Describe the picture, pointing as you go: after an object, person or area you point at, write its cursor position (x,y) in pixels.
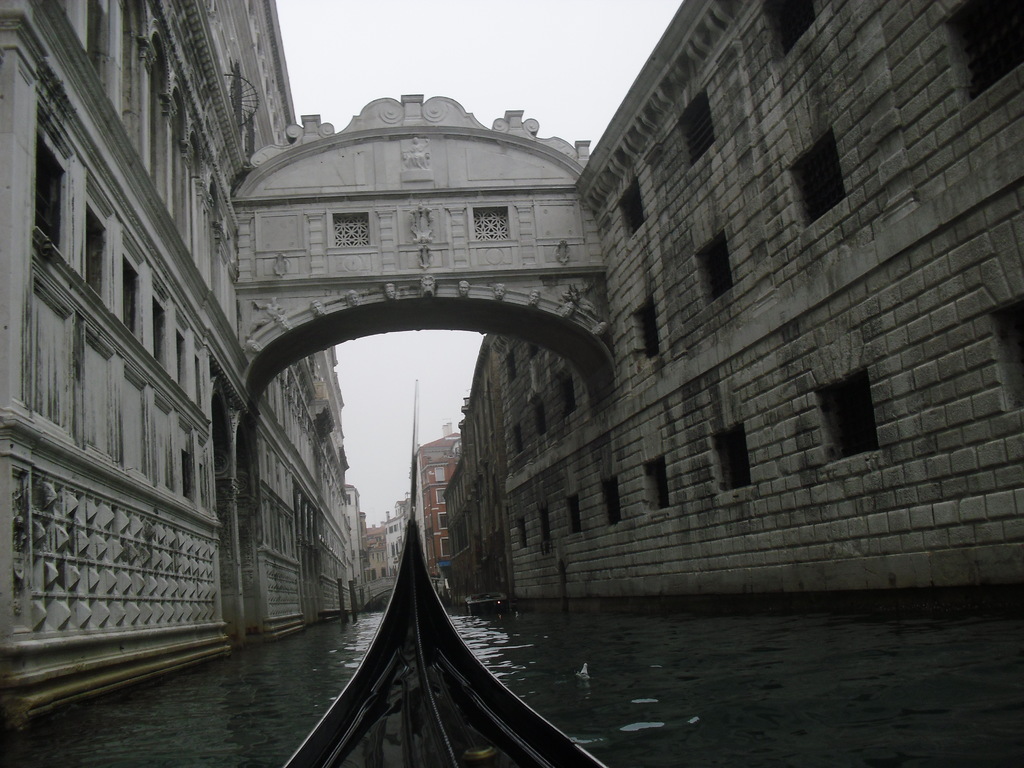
In this image we can see part of a boat (418,679) at the bottom (427,732). Also there is water (647,627). On the sides there are buildings (818,248) with windows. Also there is an arch (419,270). In the background (412,365) there is sky (431,383).
